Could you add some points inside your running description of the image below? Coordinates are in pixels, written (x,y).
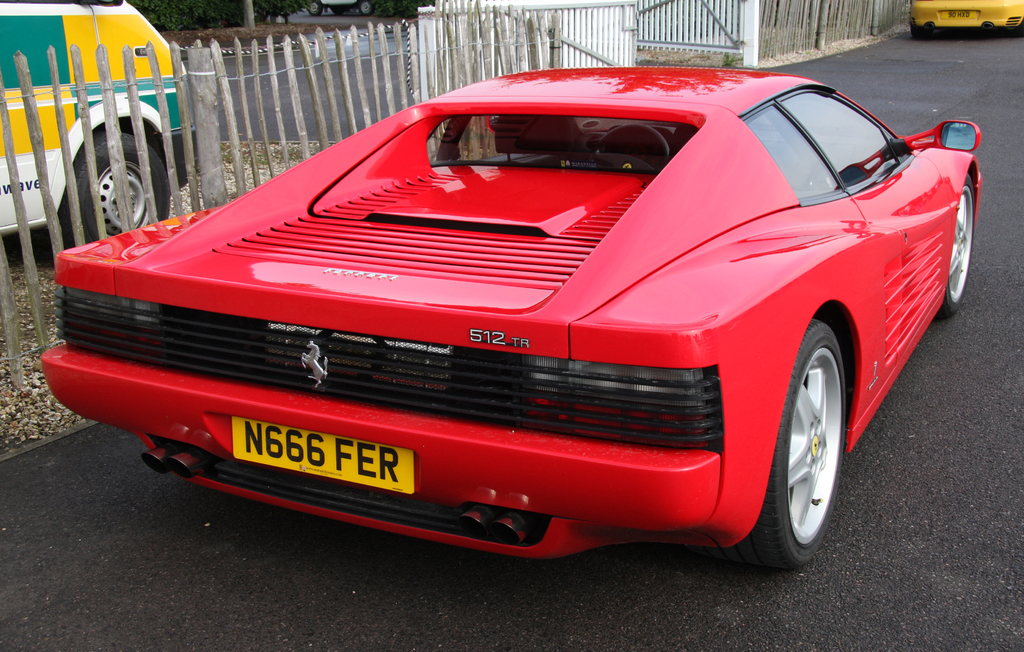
In this picture I can see vehicles (533,375), there is road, there is fence (262,132), and in the background (211,11) there are plants (392,9).
